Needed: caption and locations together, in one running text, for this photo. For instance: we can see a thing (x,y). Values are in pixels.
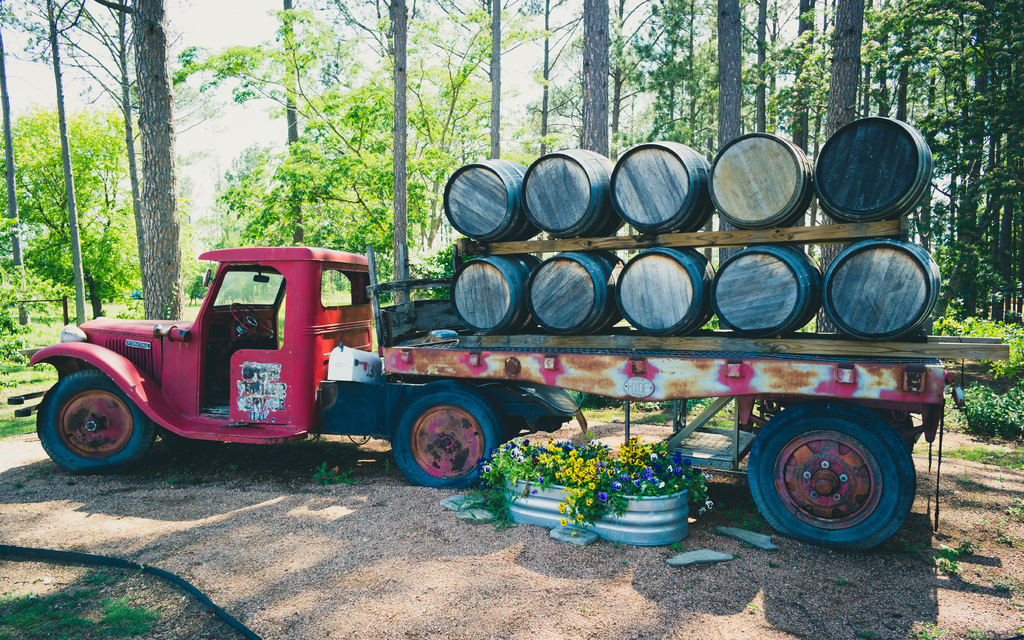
In this image, we can see a vehicle (100,433) is parked on the ground (595,606). Here we can see wooden objects (759,313), plants (611,501), grass (4,607) and few things (754,535). Background (983,180) we can see trees (975,279), plants (982,398) and sky (344,30).
